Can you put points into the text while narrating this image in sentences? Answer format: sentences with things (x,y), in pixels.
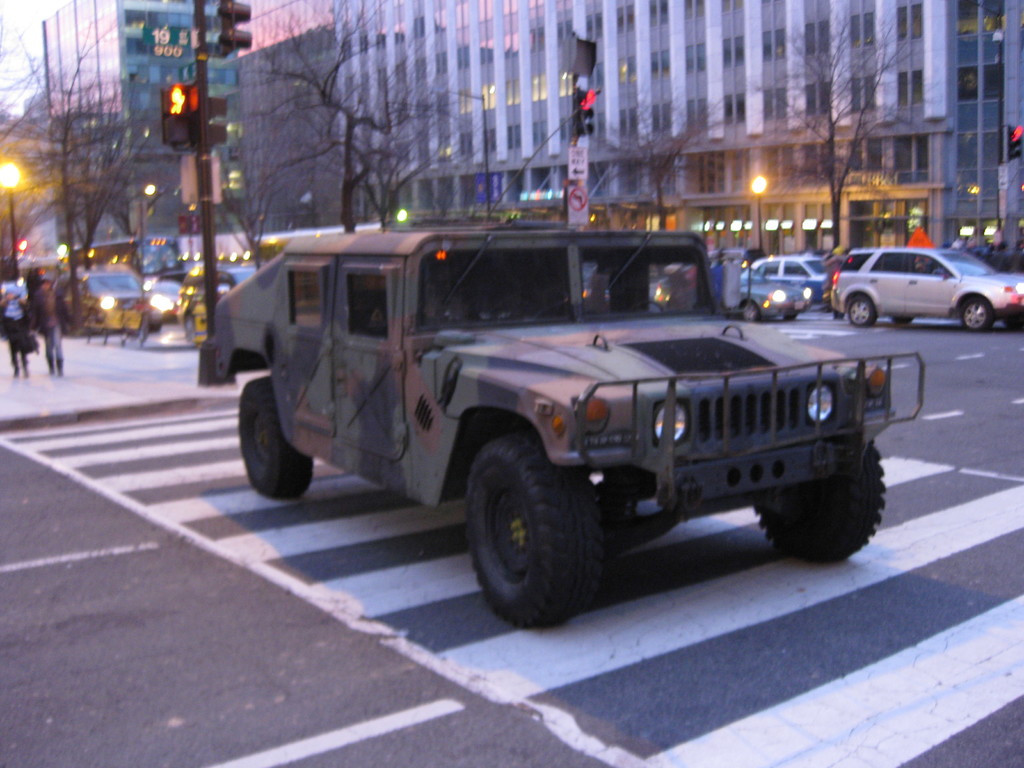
In this picture, we see vehicles (523,298) moving on the road (332,535). Behind the jeep (348,308), we see traffic signals (226,39). Beside that, we see two people (26,315) walking on the sidewalk (85,369). There are many trees (336,101) and buildings (616,170) in the background (566,131). At the bottom of the picture (185,619), we see the road (384,636) and this picture is clicked in the city (426,437).
